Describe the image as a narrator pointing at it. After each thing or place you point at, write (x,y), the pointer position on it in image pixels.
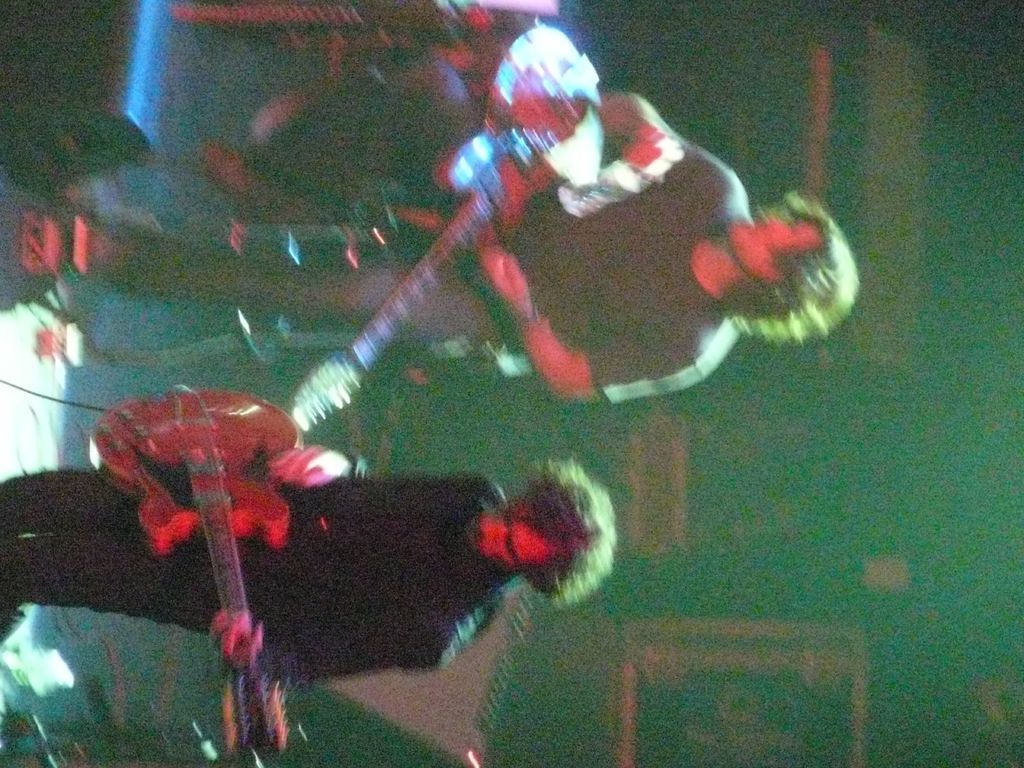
This is a blur image. But I can see two people (94,506) are holding the musical instruments (386,316).
